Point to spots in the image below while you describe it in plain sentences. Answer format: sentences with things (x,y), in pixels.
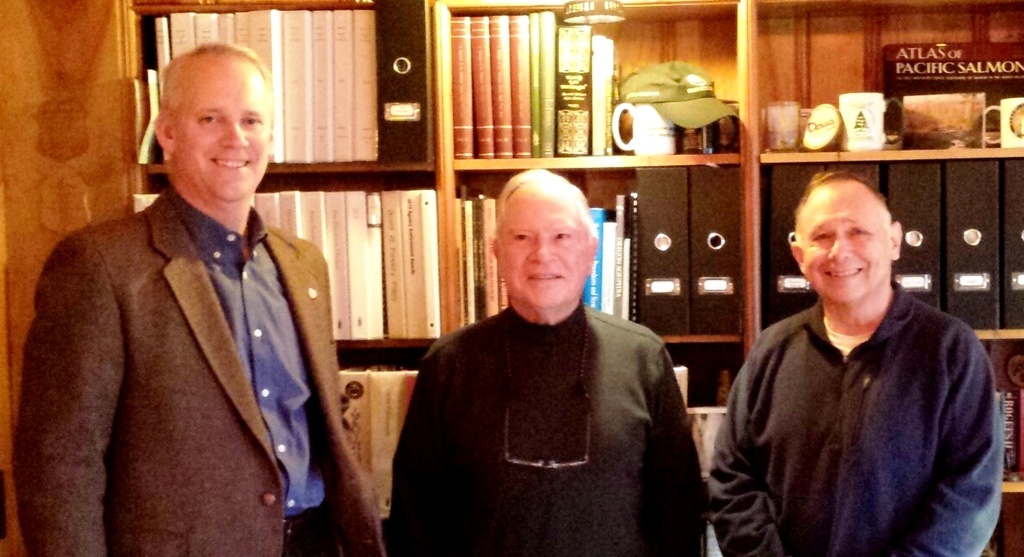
In this image we can see some persons (423,417). In the background of the image (447,181) there are books (492,47), cups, shelves (689,10), wooden texture (91,40) and other objects (390,135).
